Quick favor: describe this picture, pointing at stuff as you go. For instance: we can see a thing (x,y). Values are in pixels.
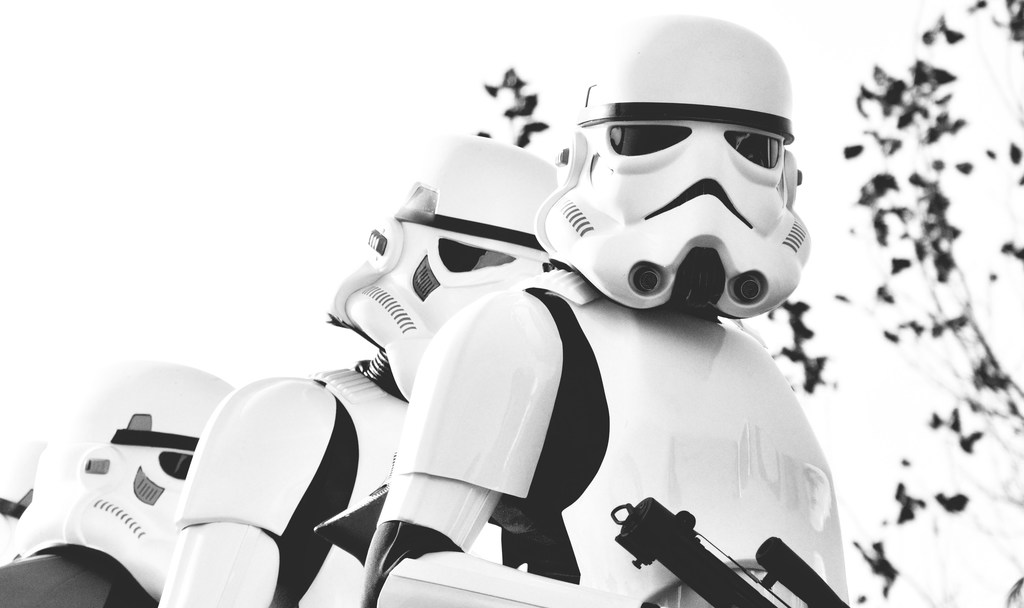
This is a black and white image and here we can see robots (585,437), plants (931,173) and we can see a gun (688,538).
